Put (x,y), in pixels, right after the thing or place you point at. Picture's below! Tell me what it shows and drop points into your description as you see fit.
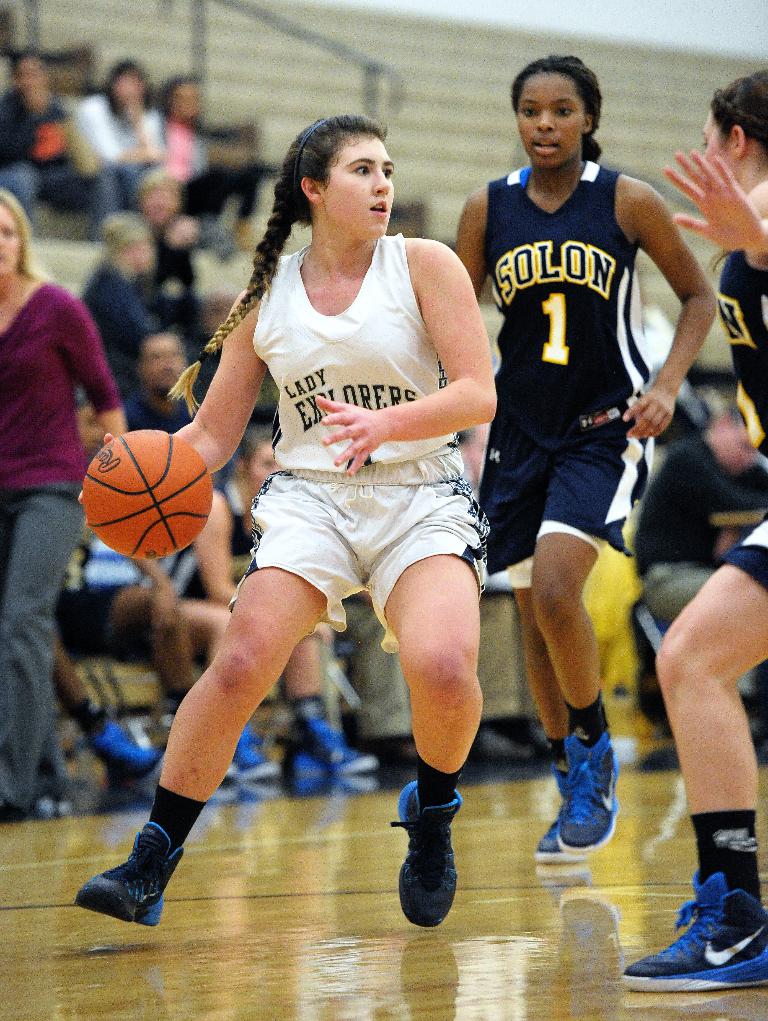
Here I can see few women (510,311) wearing t-shirts (630,323), shorts (484,518) and playing the basketball (152,504) on the floor (402,984). In the background (129,327), I can see few people (114,173) are sitting on the stairs (51,236).
